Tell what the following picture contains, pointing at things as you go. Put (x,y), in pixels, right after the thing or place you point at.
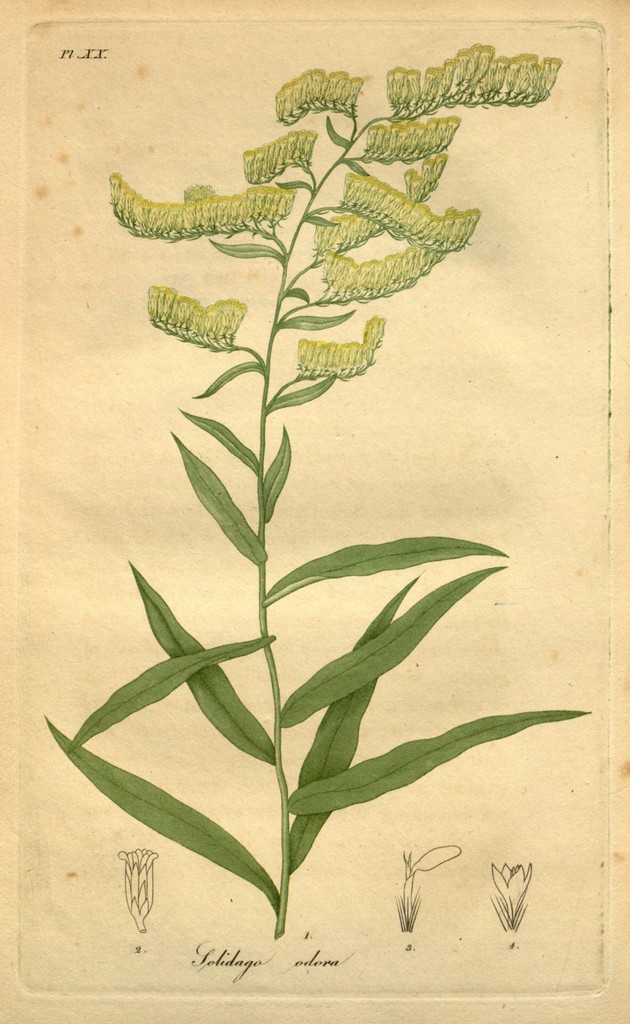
This picture consist of a plant (217,350) on page (98,310) in the image.
